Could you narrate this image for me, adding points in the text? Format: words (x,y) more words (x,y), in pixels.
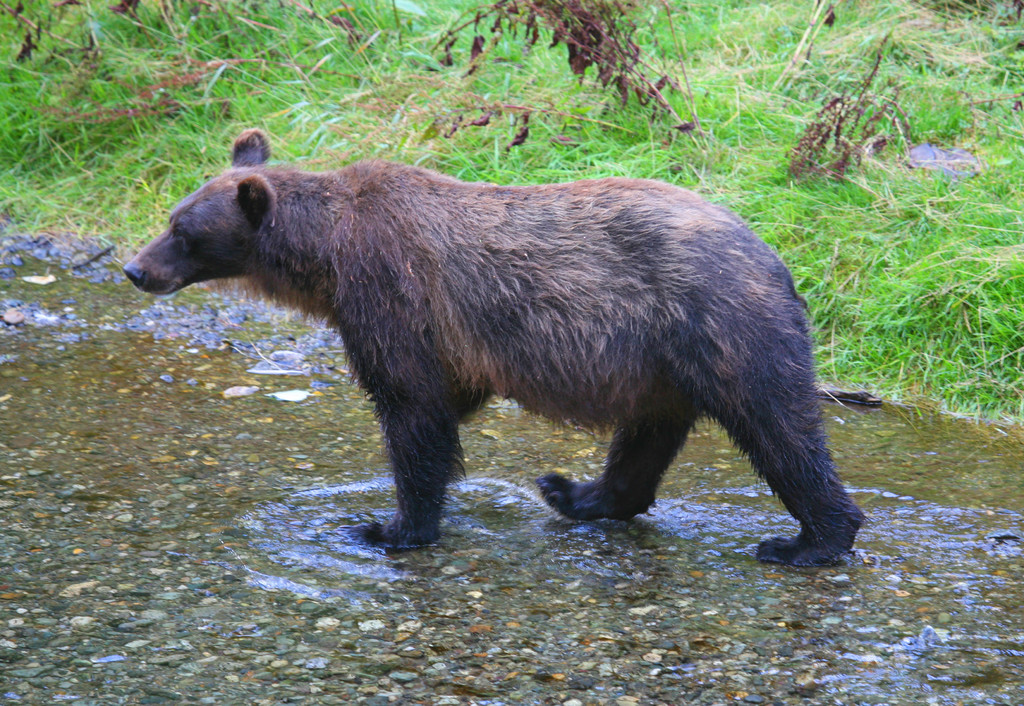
In this image I can see a bear (539,289) which is brown and black in color is walking in the water (97,566). In the background (189,41) I can see some grass (820,225) which is green in color and few plants (607,21).
